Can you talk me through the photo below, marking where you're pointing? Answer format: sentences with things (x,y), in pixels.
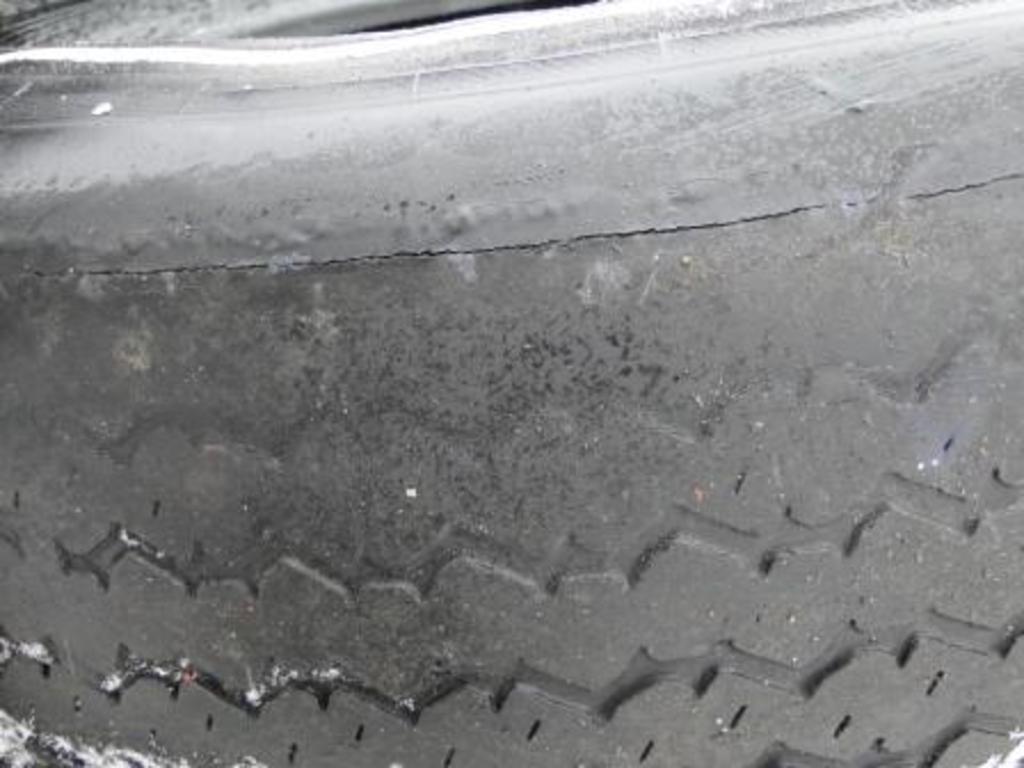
In this image we can see there is a tire (489,259).
